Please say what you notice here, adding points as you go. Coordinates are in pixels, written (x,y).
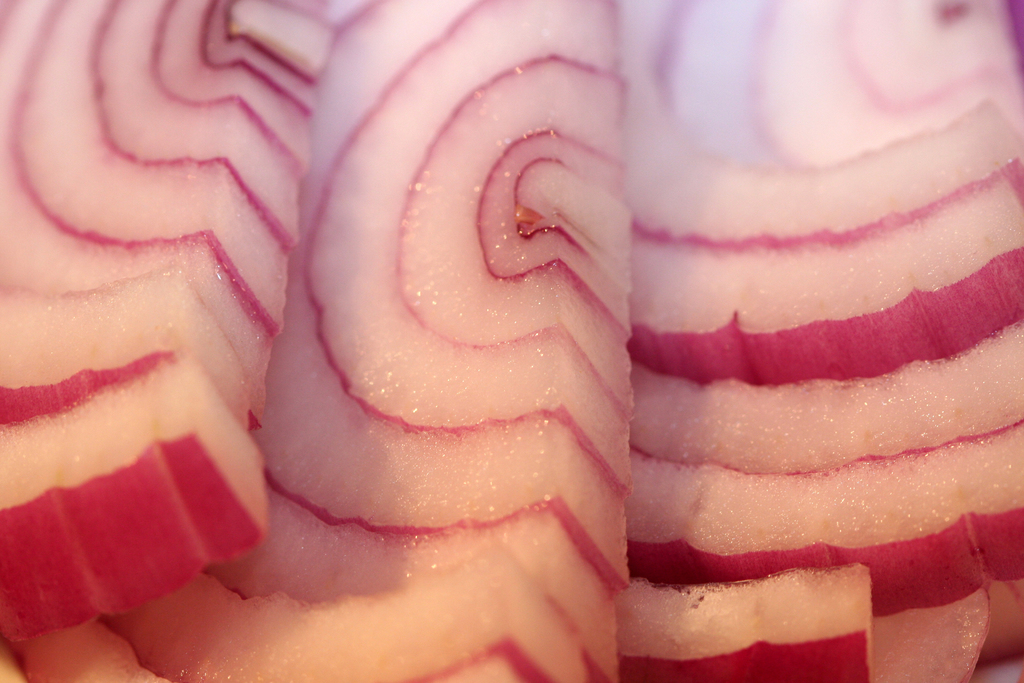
There are onion pieces (870,440). Which are in white and pink color combination.
